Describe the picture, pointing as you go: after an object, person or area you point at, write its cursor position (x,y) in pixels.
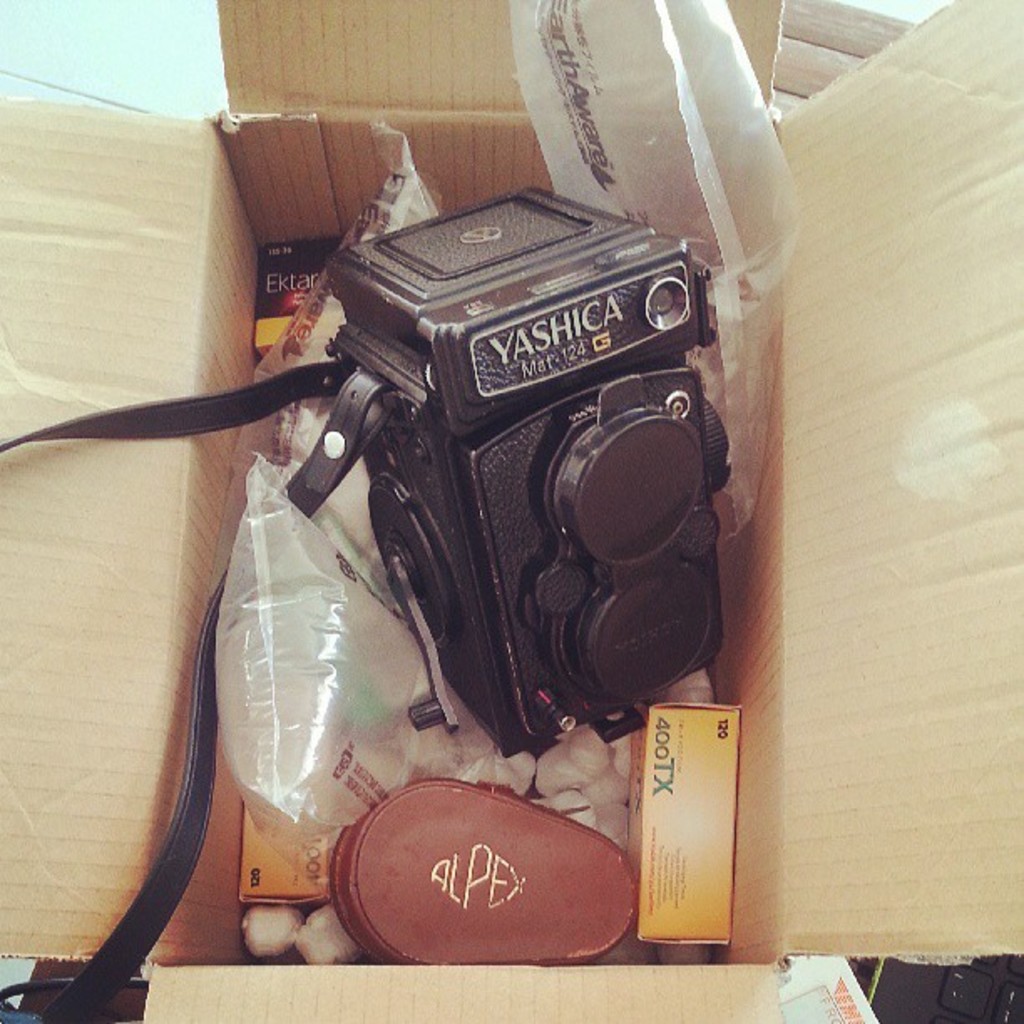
Here we can see a camera (523,664), boxes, and plastic covers (255,584) in a carton box (296,1002).
